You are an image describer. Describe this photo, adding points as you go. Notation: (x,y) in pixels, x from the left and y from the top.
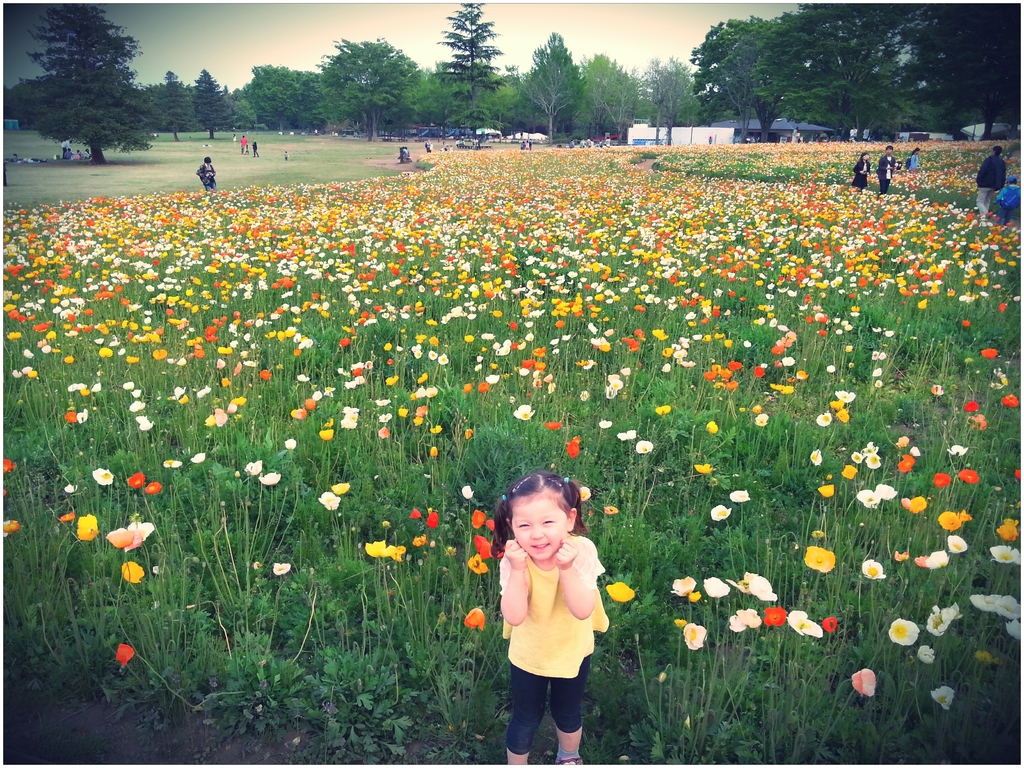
At the bottom (540,515) there is a girl (573,717) standing, she wore yellow color top (582,638). There are flower plants (657,377) in this image and at the back side (75,81) there are trees (690,112) and houses (729,135). On the right side (898,165) few persons (886,187) are walking through these plants (918,362).
